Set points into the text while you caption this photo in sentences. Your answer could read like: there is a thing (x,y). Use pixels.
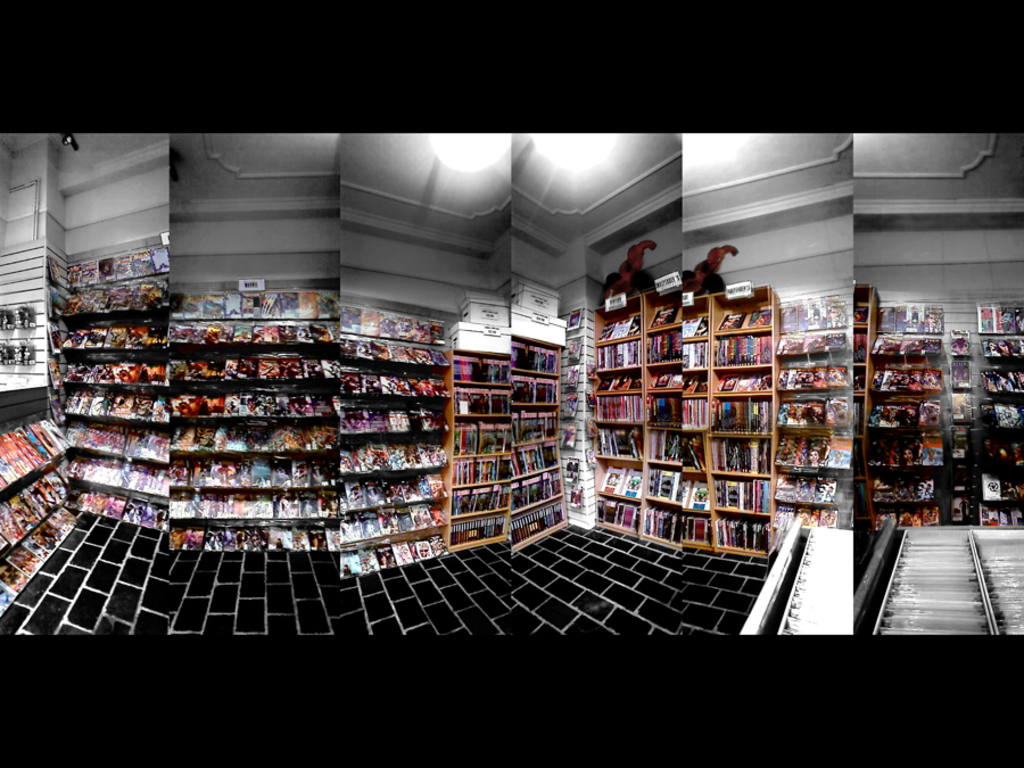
This picture is collage of different pictures. In each picture, there are shelves (886,395) filled with the books (141,367).
